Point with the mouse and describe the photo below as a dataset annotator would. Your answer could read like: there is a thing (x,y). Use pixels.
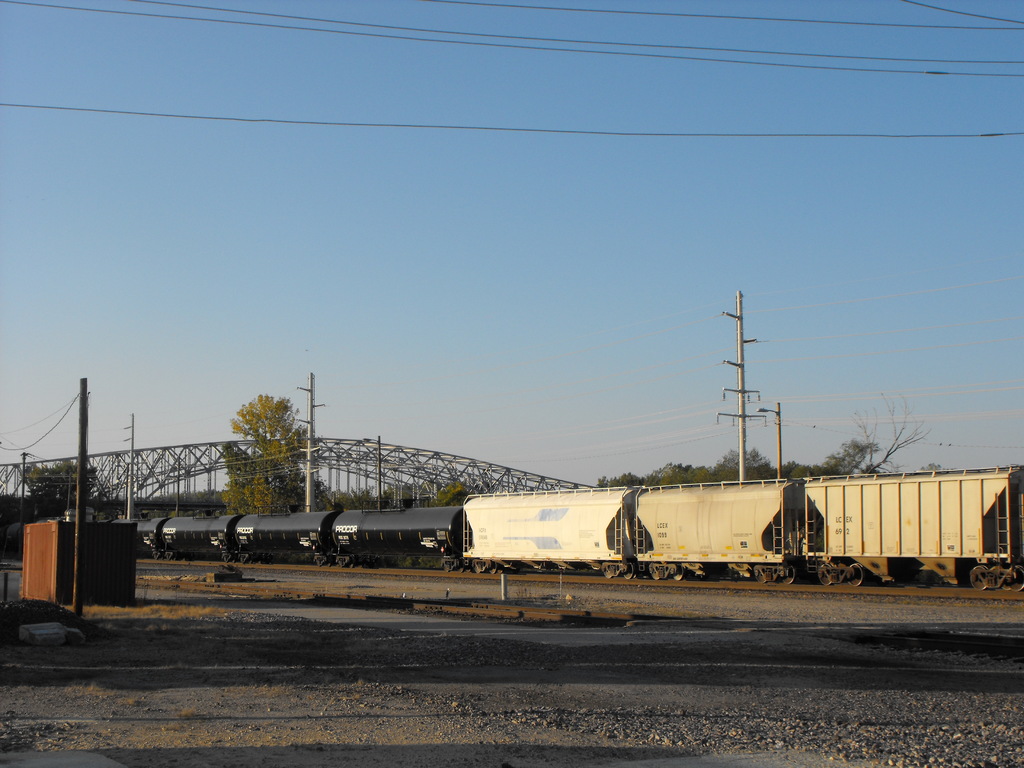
In this image we can see a train (526,551) on the railway track (450,576). Image also consists of trees (288,465), electrical poles (780,460) with wires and also the bridge (434,461). At the top (545,208) there is sky (545,163) and also the electrical wires (854,71) and at the bottom (445,589) we can see the ground (534,725) and also some stones (896,741).
